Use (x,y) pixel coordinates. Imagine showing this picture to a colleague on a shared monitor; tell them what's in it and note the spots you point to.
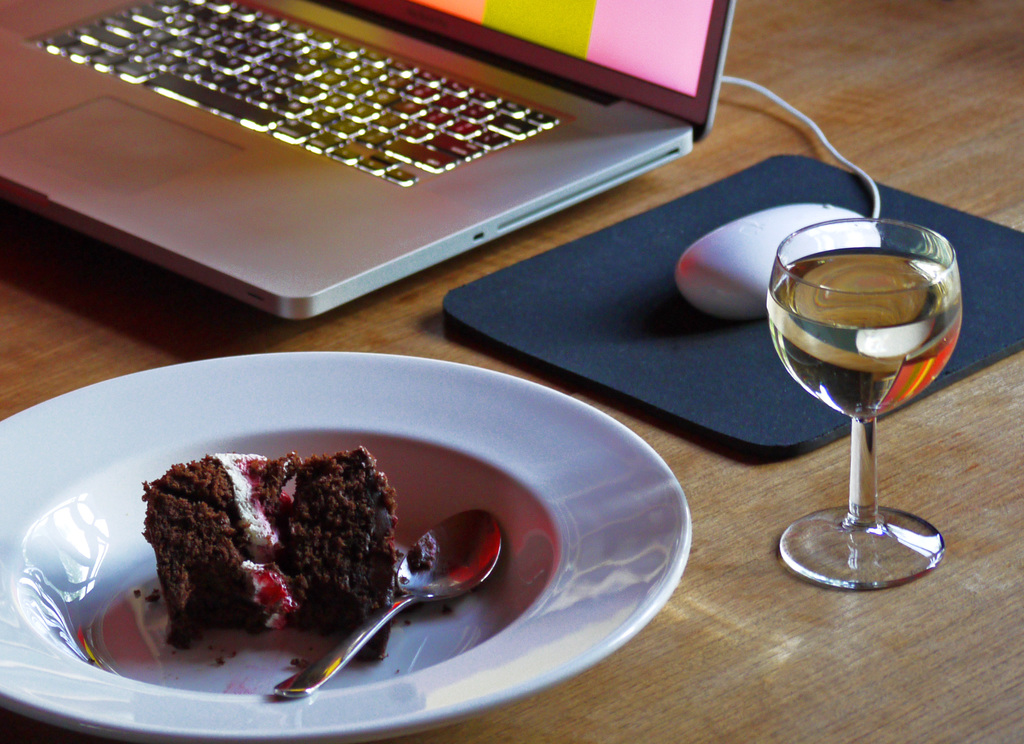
Here in this picture we can see a table (670,667) present, on which we can see a laptop (353,169) and a mouse (715,254) and a glass of juice (840,342) and a plate (205,453) with cake (281,465) and spoon (452,546) on it present over there and we can also see the mouse pad (751,196) present over there.
